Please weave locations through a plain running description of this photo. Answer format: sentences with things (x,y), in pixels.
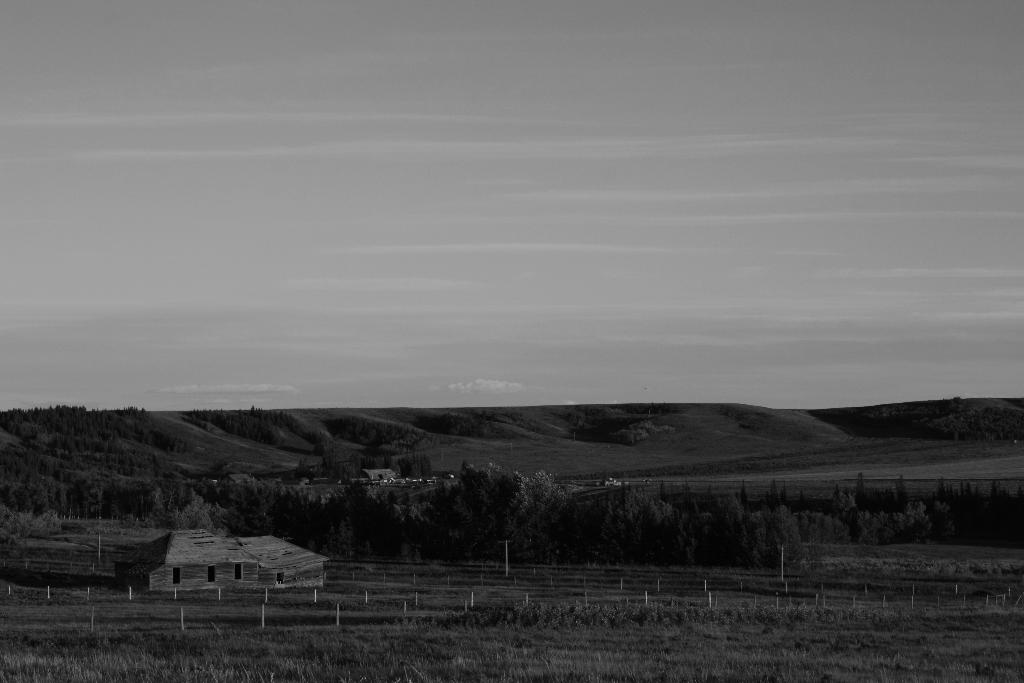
This is outside view. At the bottom (424,606) there are many poles (406,608) and grass (470,663) on the ground (488,651). On the left side (197,557) there is a house (170,543). In the background (411,509) there are many trees (443,488) and hills (396,422). At the top of the image (453,166) I can see the sky (476,259).
